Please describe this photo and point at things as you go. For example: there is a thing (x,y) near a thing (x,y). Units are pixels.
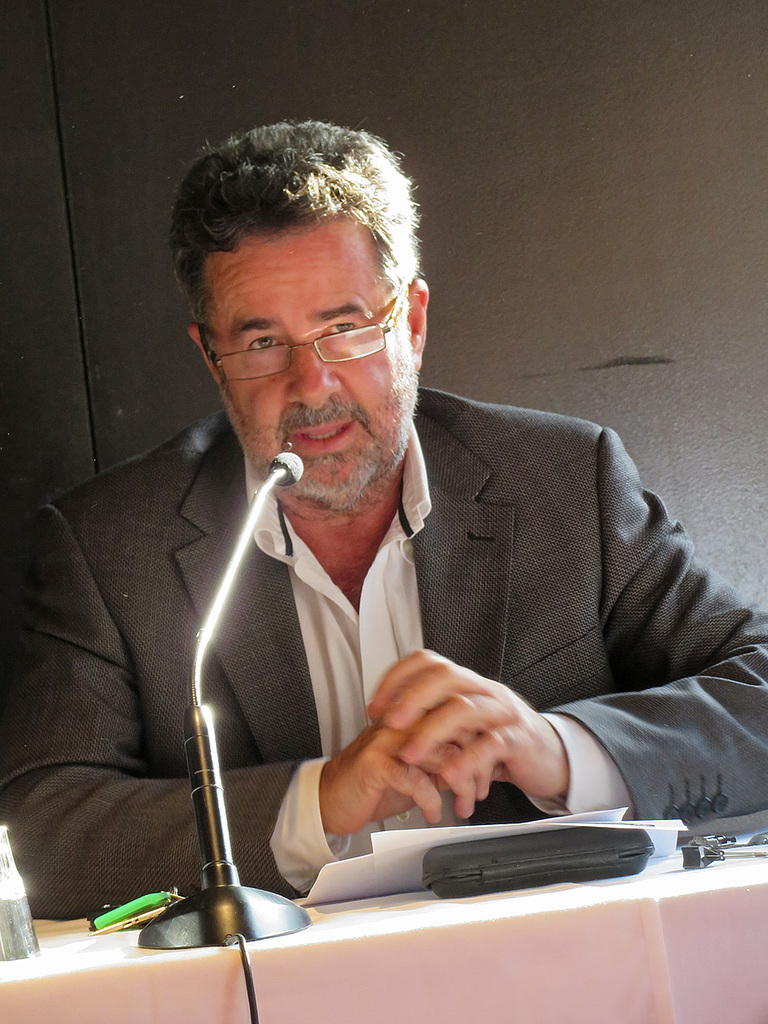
In this picture we can see a person (216,721). There is a micro phone (220,806), papers (428,838), box (463,891) and other objects (21,923) visible in the foreground (172,933).
